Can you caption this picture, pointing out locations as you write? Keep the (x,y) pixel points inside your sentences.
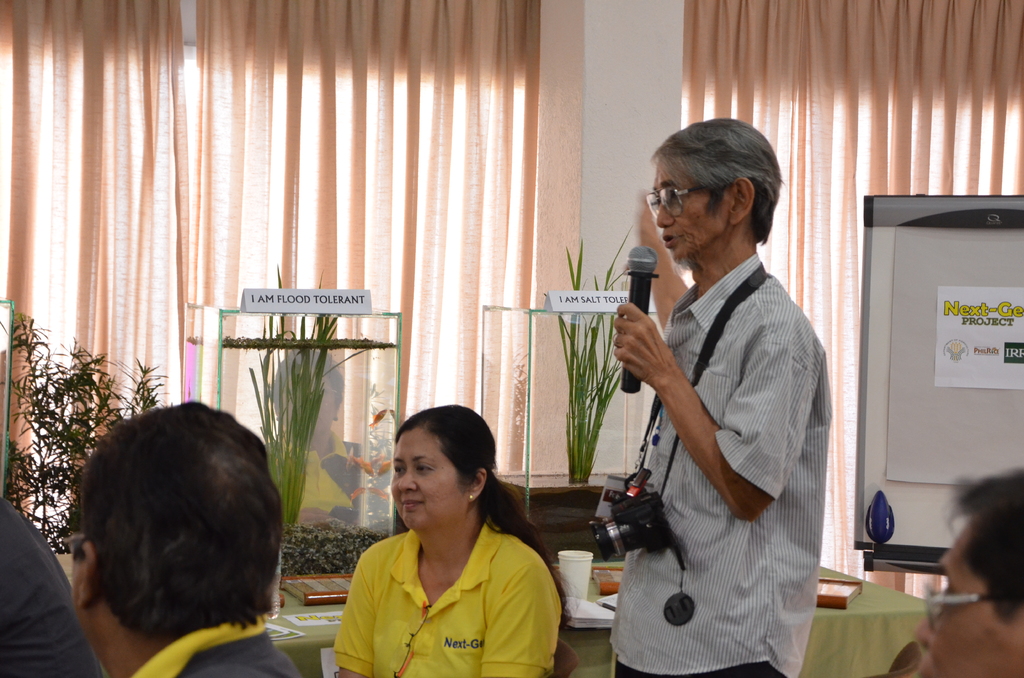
In this picture, there is a man (622,610) towards the right (783,408). He is holding a mike (652,267) and carrying a camera (637,520). Before him, there is a woman (443,649) wearing a yellow t shirt (453,623). At the bottom left (109,636) there are two people (135,538). In the center (609,392), there are plants (592,382) and boards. At the bottom (593,641), beside the woman (373,640), there is a table (330,638) with some objects (611,590). On the top (457,101), there are curtains (802,84). In the center of the curtains (839,69), there is a pillar (601,168).
